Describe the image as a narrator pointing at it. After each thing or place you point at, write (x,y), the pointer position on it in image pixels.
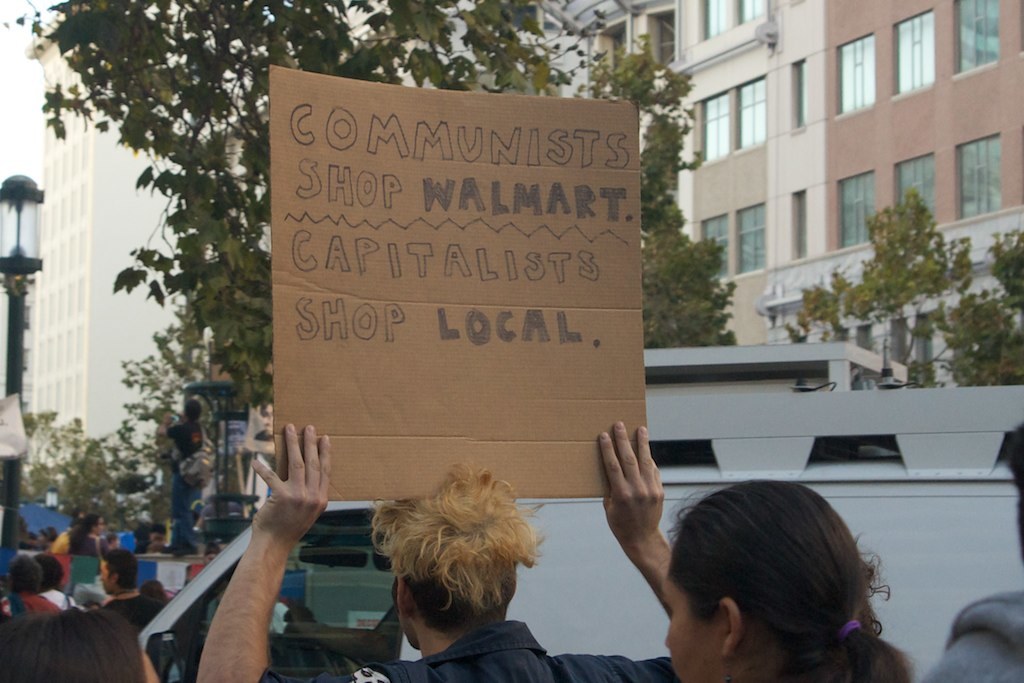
In this image there are few people (278,561) and vehicles (915,556) are on the road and one is holding a board (335,381) with some text (496,210) on it. In the background (250,187) there are buildings (993,193), trees (228,222) and poles (19,187).
